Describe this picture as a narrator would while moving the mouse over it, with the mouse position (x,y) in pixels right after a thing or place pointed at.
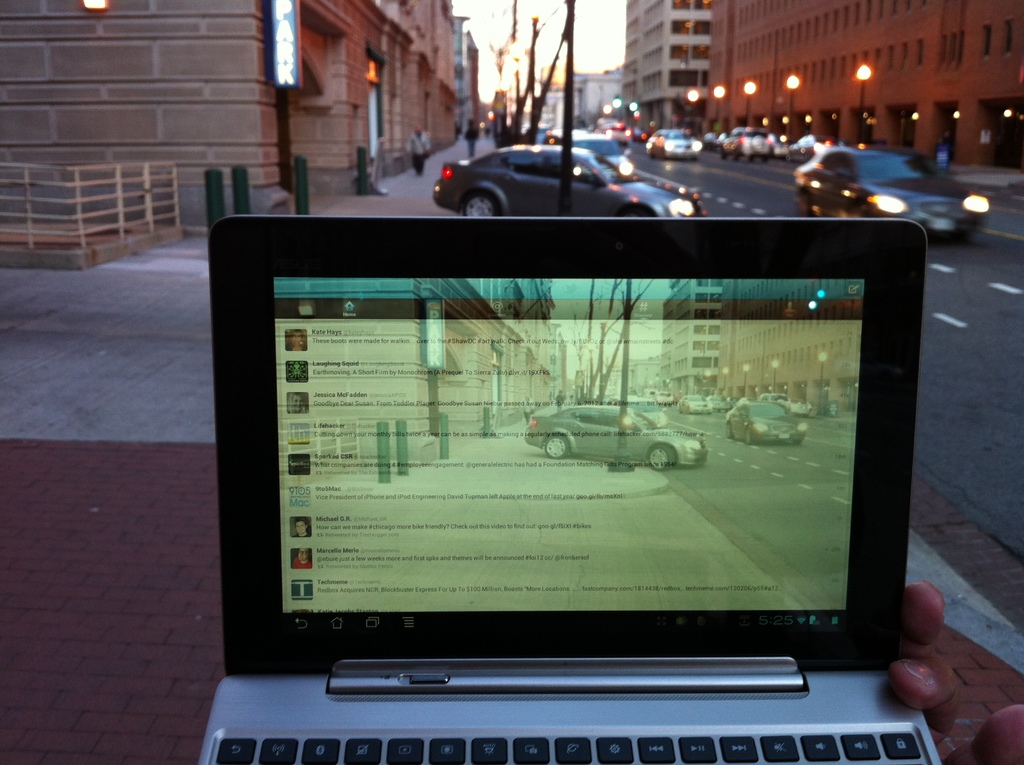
In this image I can see a person hand (891,679) holding a laptop (487,702) which is silver and black in color and in the background (643,173) I can see few cars (636,183) on the road (711,204), few persons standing on the sidewalk (448,155), few poles (569,37), few street lights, few buildings (726,99) and the sky (520,64). I can see the view (697,380) on the laptop screen (575,366).
